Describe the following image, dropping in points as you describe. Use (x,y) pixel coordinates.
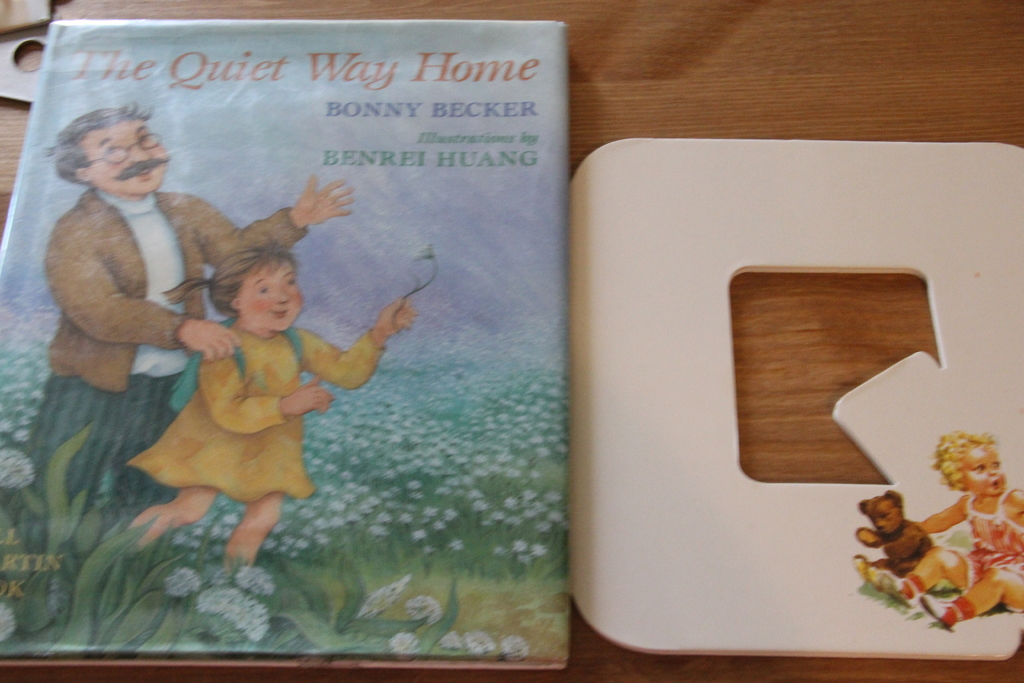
In this image there is a book (331,226) and an object (969,487) are on the table (690,84). On the book (511,376) there is a picture (278,410) of a person (157,392), a girl (197,397) and some text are on it. Right side object (790,541) is having a picture (980,555) of a baby (962,554) and a doll (893,566). Left top there are few objects (39,38) are on the table (643,109).
